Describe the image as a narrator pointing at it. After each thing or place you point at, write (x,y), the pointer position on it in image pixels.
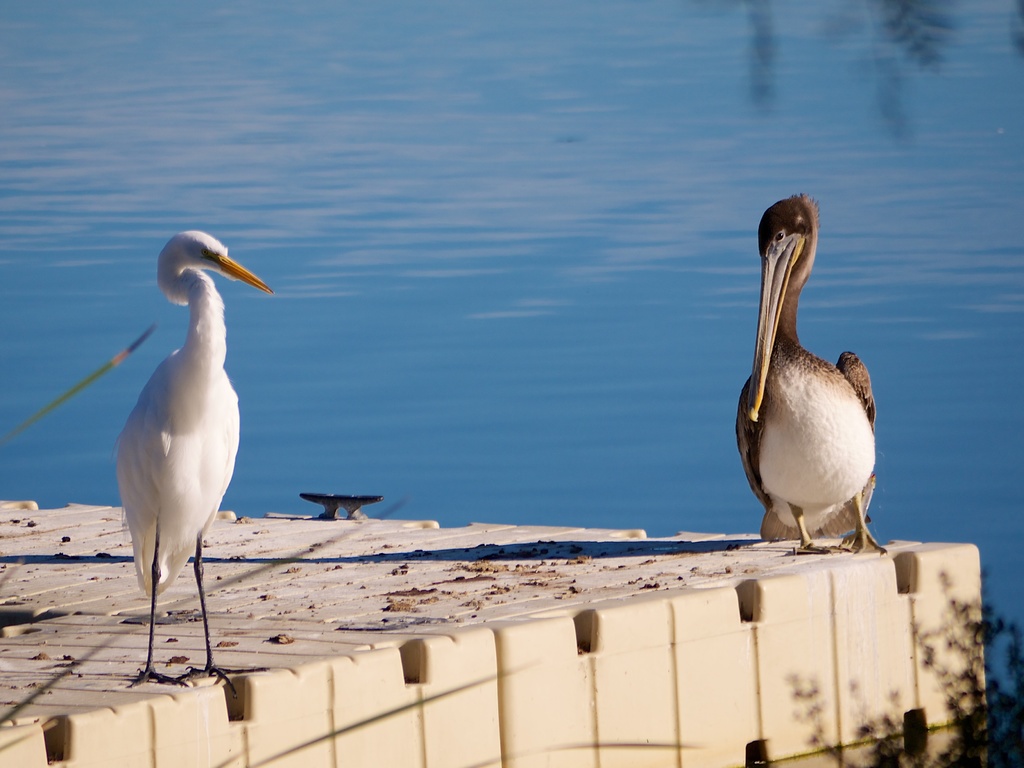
In this picture we can see two birds (866,454) in the front (196,388), in the background (450,257) there is water (663,176), we can see leaves (981,767) of a plant (972,679) at the right bottom (959,761).
